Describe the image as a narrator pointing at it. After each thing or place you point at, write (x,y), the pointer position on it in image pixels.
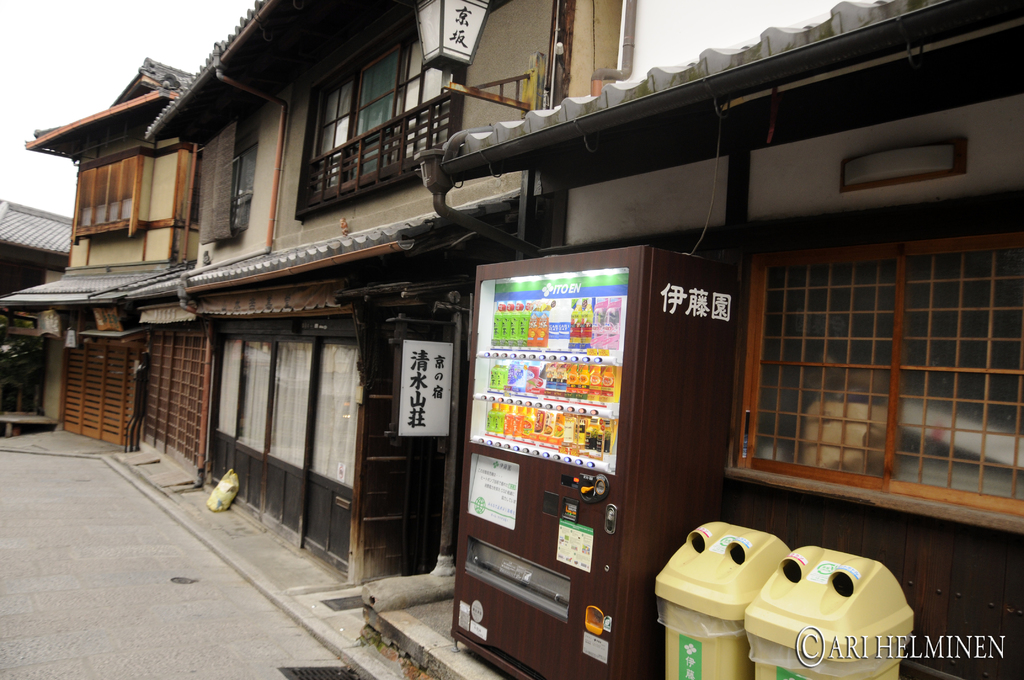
In this picture I can see number of buildings (336,257) in front (948,668) and I see a vending machine (573,411) in the middle of this picture (538,382) and on the right side of this image (748,631) I see 2 trash bins (745,636) and I see the watermark (881,656) on the right bottom corner (928,641) and I see the road (176,583) on the left side of this image (58,590).
